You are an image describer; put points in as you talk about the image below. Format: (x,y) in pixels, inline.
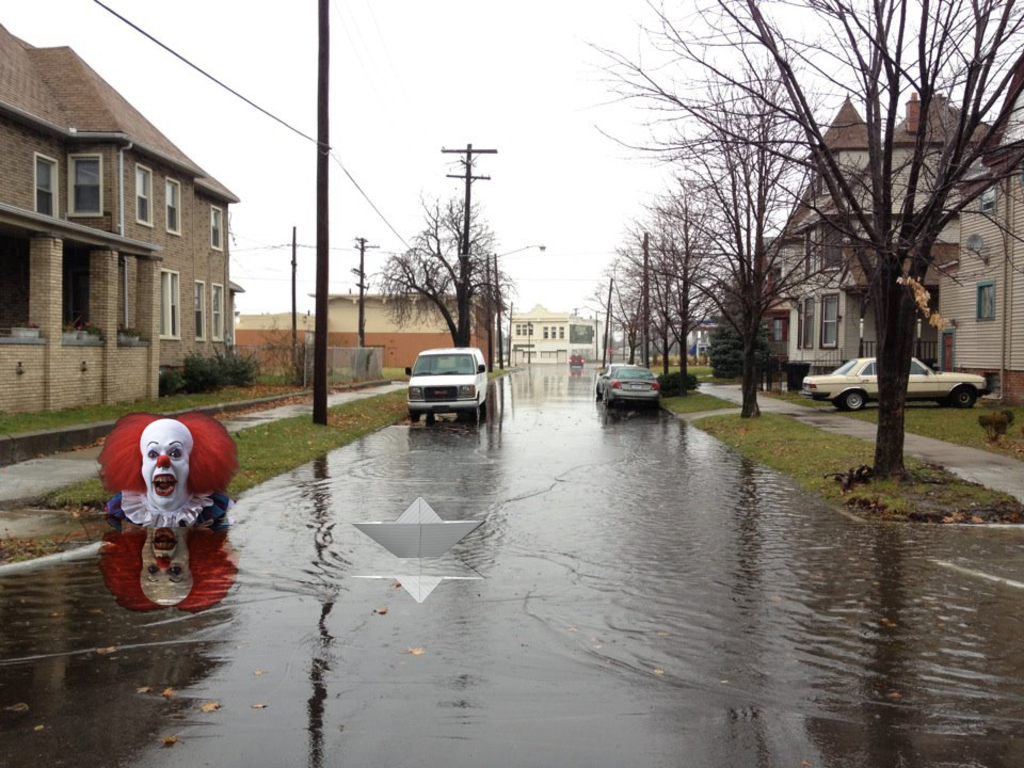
In the center of the image (505,412) we can see cars (452,411) and water (401,601) on the road (531,496). On the right (756,68) and left side of the image (199,308) we can see buildings (42,232), poles (498,316), trees (666,325). In the background (592,355) we can see buildings (592,355) and sky (470,100).
